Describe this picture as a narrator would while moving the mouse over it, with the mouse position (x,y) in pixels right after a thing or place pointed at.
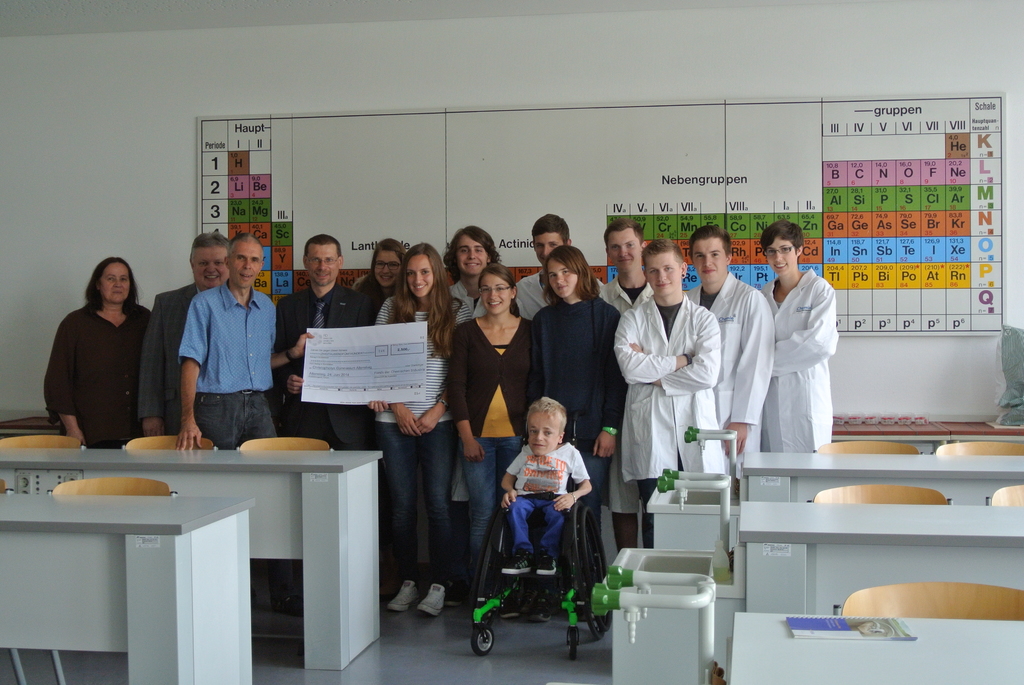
In this picture I can see few people (616,398) are standing and couple of them (275,363) holding a placard (314,361) with some text (336,363) and I can see a human (535,439) sitting on the wheelchair (578,545) and I can see few chairs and tables (39,453) and I can see a board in the back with some text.
